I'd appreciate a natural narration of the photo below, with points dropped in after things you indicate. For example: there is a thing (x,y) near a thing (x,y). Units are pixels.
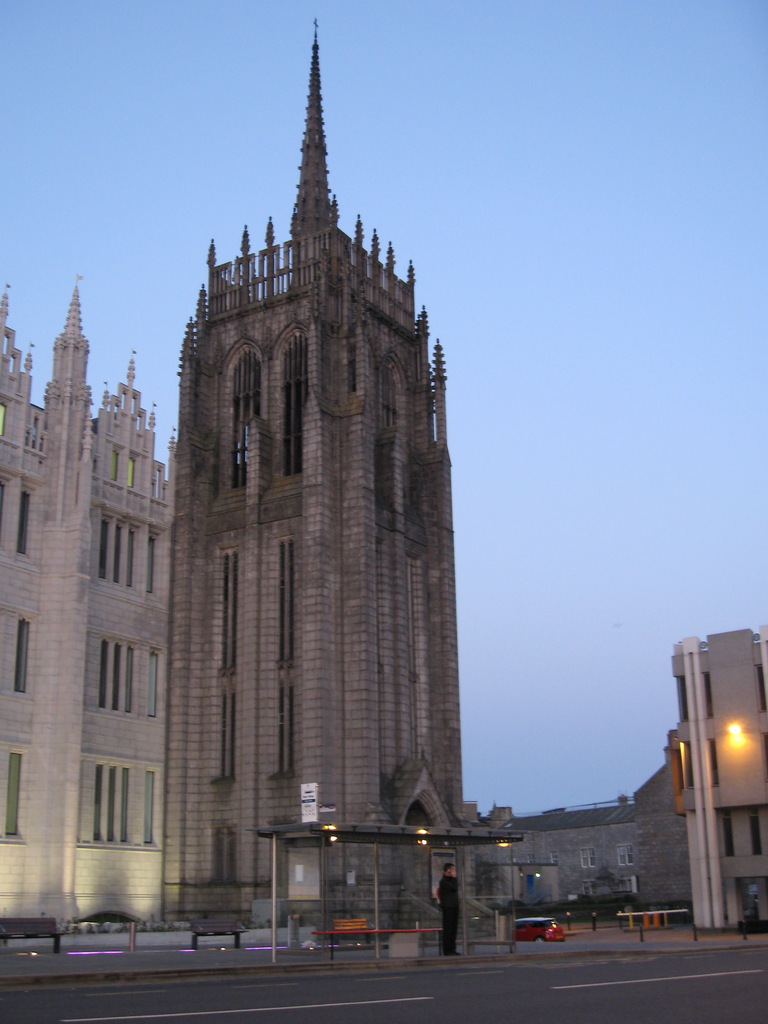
At the bottom of the picture (378,1013), we see the road (411,1004). Here, we see the man (446,872) in black shirt (449,884) is standing at the bus stop (440,931). Behind him, we see a bench (418,933). On the left side (41,930), we see benches (201,934). On the right side (742,854), we see a railing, light (739,733) and a building (685,794) in white color. On the left side (81,749), there are castles (219,417). At the top of the picture (498,249), we see the sky (477,222).
